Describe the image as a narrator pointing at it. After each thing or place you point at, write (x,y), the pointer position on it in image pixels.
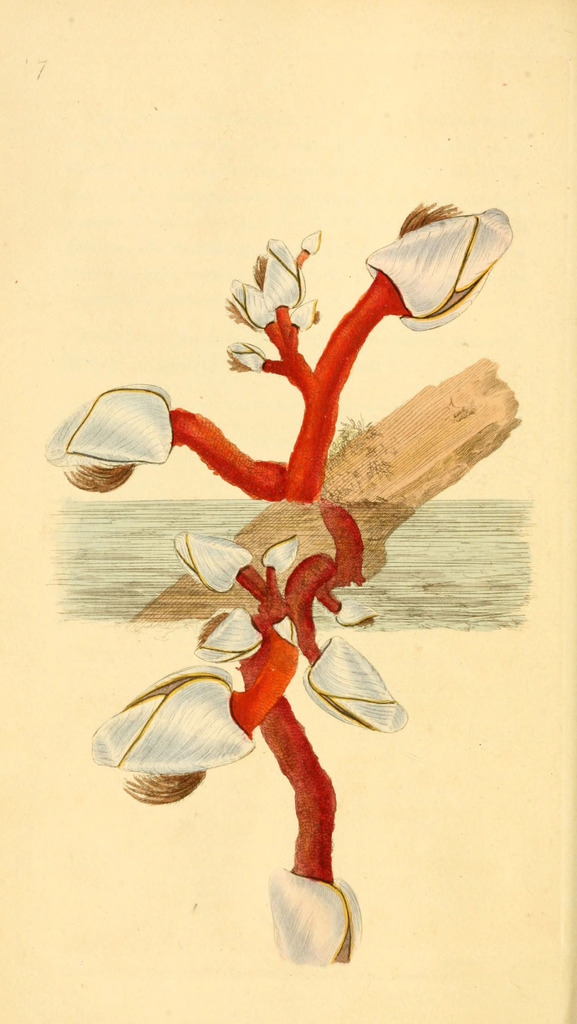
In this picture I can observe sketch (263,500) of barnacles (130,398) in the middle of the picture (341,368). I can observe white and red colors in this picture. The background (63,133) is in cream color.
